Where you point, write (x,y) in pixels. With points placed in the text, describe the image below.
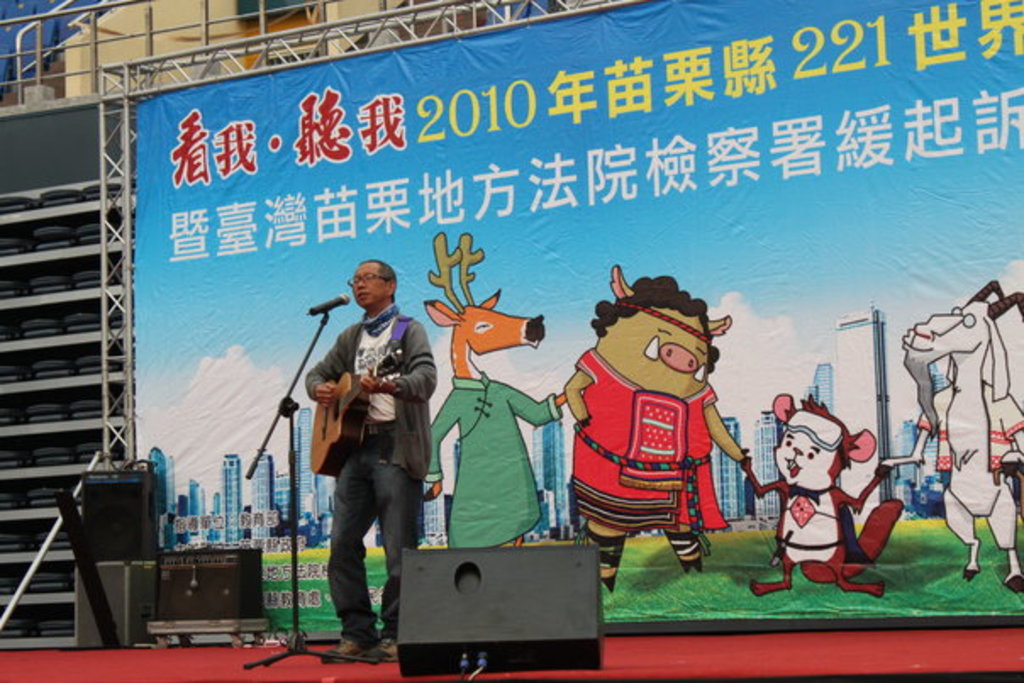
Here we can see a man (392,494) standing on a stage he is holding a guitar (327,413) and playing the guitar (348,428) and there is a microphone (328,310) in front of him and beside him there are speakers (144,530) and behind him there is a big poster (748,41) which consists of animals (784,452).
